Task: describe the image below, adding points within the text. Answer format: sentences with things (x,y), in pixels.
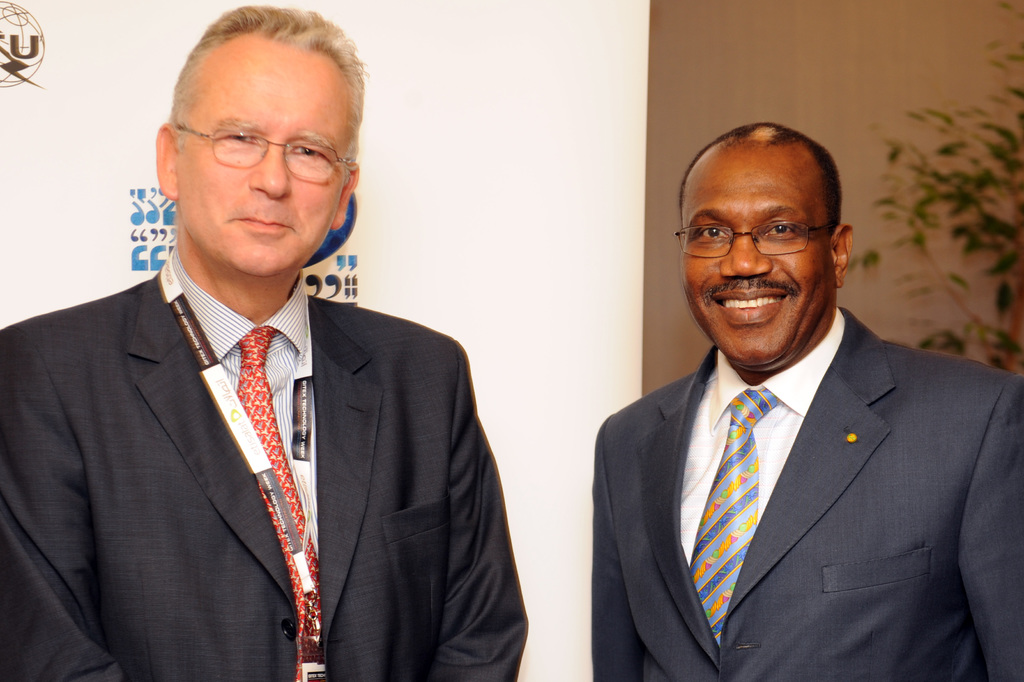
This image consists of two persons (687,464). They are wearing blazers (685,575). There is a plant (995,299) on the right side (955,296).
